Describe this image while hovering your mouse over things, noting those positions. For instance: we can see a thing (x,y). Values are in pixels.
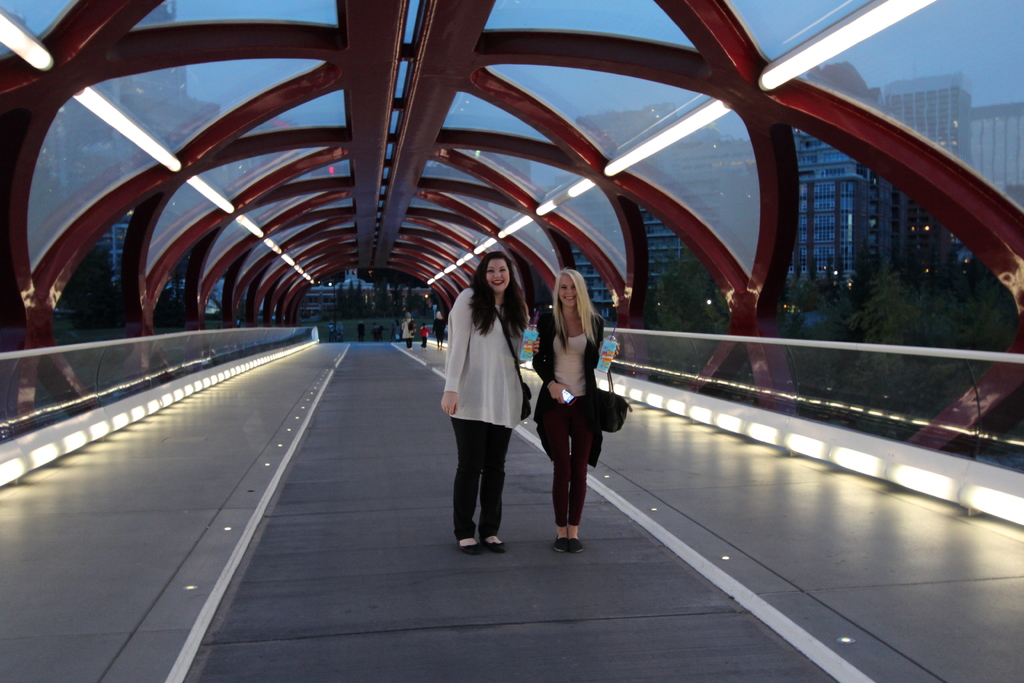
In this image there are two persons (548,400) standing on the bridge (317,214), and in the background (858,299) there are group of people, trees (942,340), buildings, sky (778,32).
